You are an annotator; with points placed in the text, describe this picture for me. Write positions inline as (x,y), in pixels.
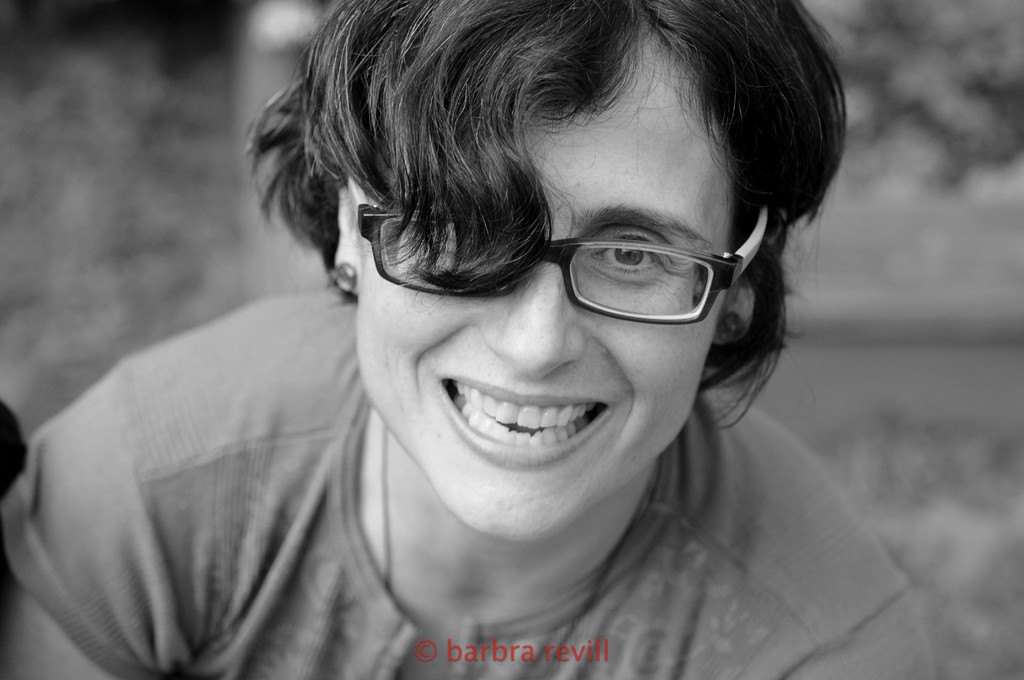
In this picture there is person (612,406) sitting and smiling. At the back (22,68) the image is blurry. At the bottom (571,660) there is a text (556,649).
